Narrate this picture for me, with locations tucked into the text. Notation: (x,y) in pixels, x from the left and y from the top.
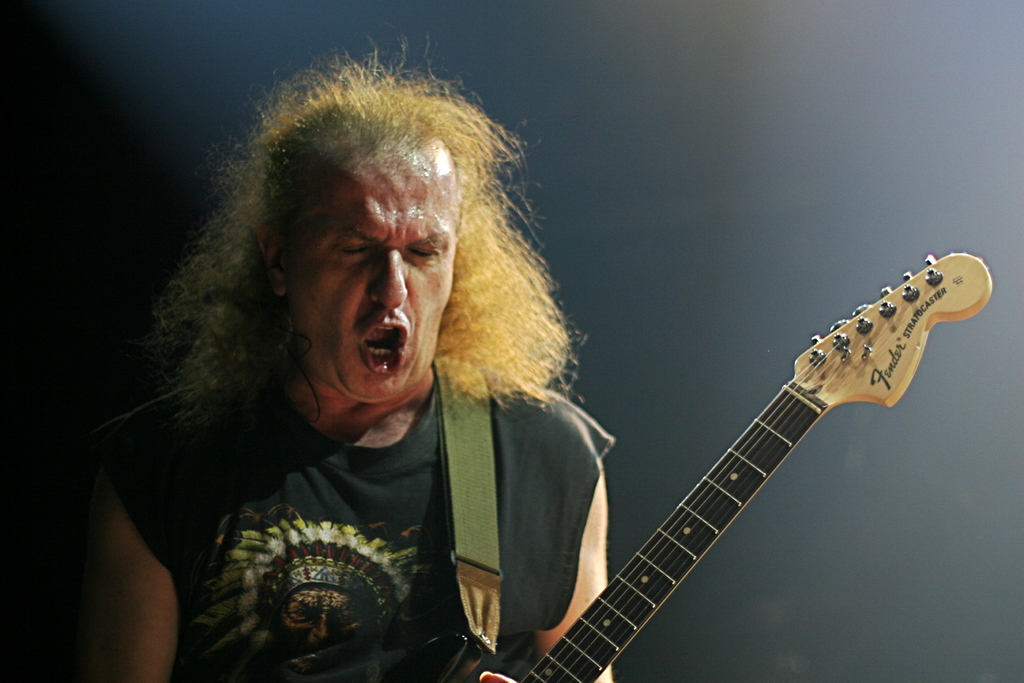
As we can see in a picture that a man (308,485) is holding a guitar (576,639) is singing.
